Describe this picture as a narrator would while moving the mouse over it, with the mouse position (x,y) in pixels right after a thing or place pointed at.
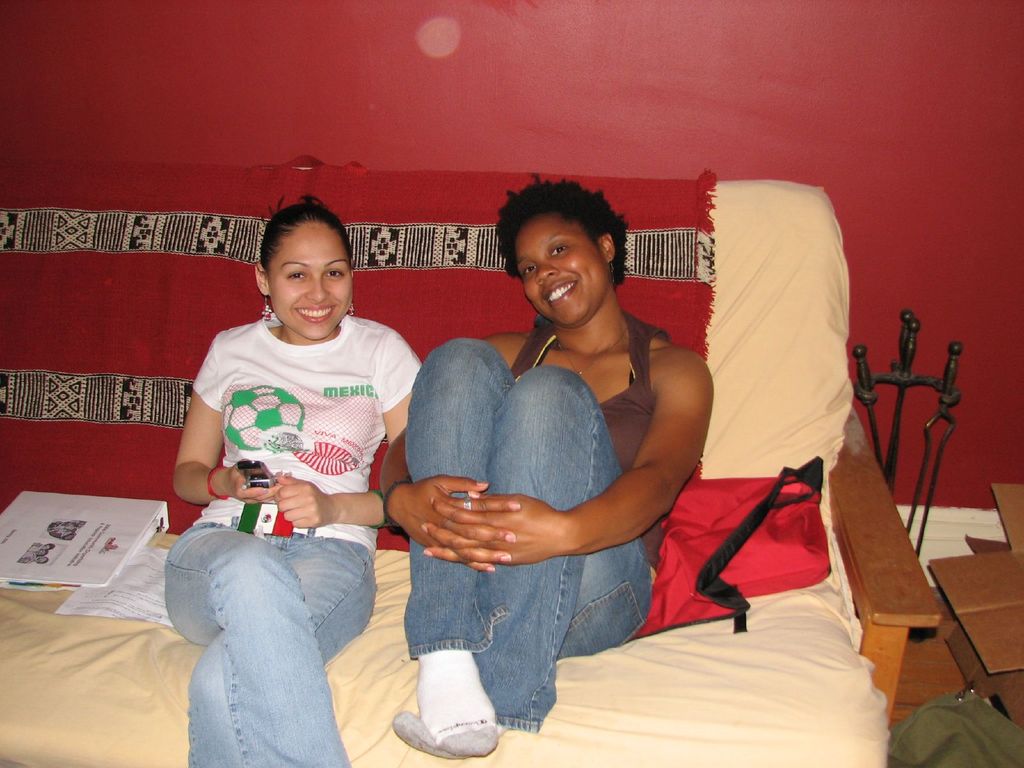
In this image on a sofa (179,646) two ladies (426,522) are sitting. They both are smiling. There is a bag (718,483) and papers (113,584) on the sofa (886,618). In the right (964,583) there is carton (952,589), bag (967,721) and a stand (899,383). The wall (901,244) is red in color.
